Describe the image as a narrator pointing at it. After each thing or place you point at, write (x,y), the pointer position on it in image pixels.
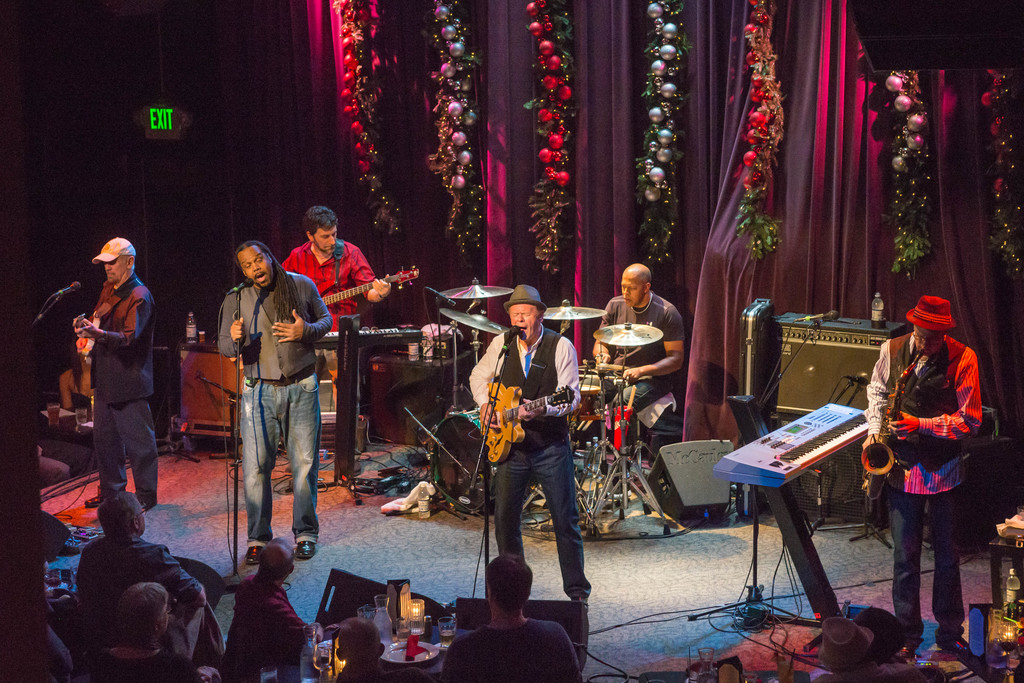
In this image i can see few persons (460,649) sitting on chairs (215,566) in front of a table (443,671) and on the table (429,670) i can see few glasses (403,634), a lamp (422,614) and a plate (420,652). On the stage (464,524) i can see few persons (541,442) standing and holding guitars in their hands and few persons (256,315) are holding microphones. In the background (465,427) i can see few musical instruments (475,460), a person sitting in front of a drums (592,385), a curtain (598,95), few decorations (547,220) and a exit board (168,138).
